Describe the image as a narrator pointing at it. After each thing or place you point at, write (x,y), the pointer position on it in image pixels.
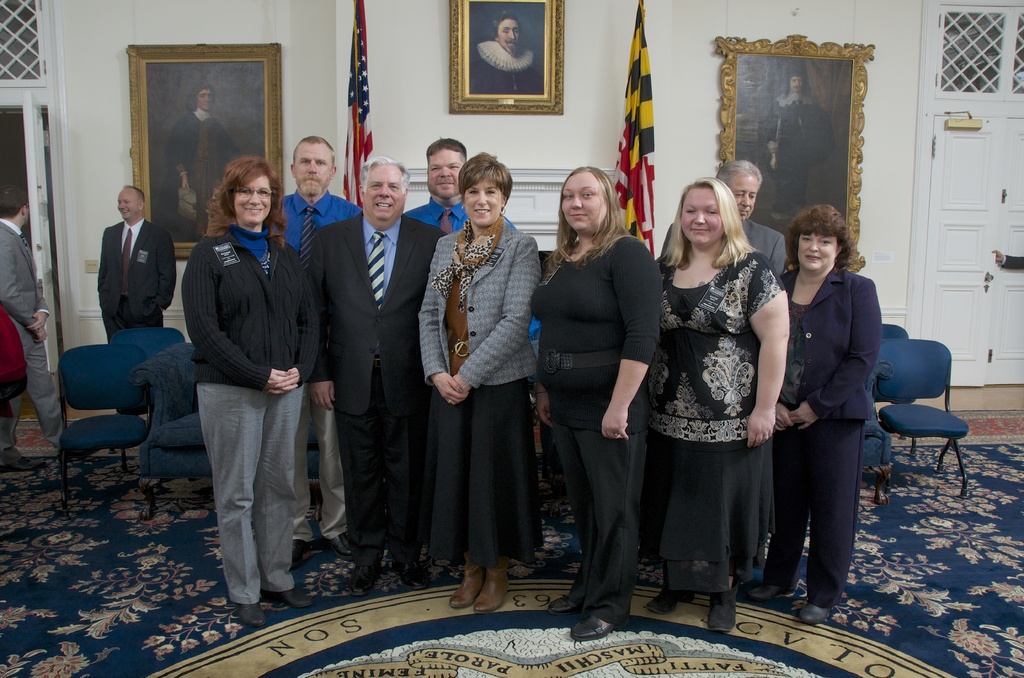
This image is taken indoors. At the bottom of the image (213,604) there is a mat (519,619) on the floor (976,401). In the background (553,74) there is a wall (907,83) with doors (34,179) and picture frames (491,104) and there are two flags (641,125). On the left side of the image (24,267) a man (17,280) is walking on the floor (42,455). In the middle of the image (433,292) a few people (301,424) are standing on the floor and they are with smiling faces (264,206) and there are a few empty chairs (183,380).
